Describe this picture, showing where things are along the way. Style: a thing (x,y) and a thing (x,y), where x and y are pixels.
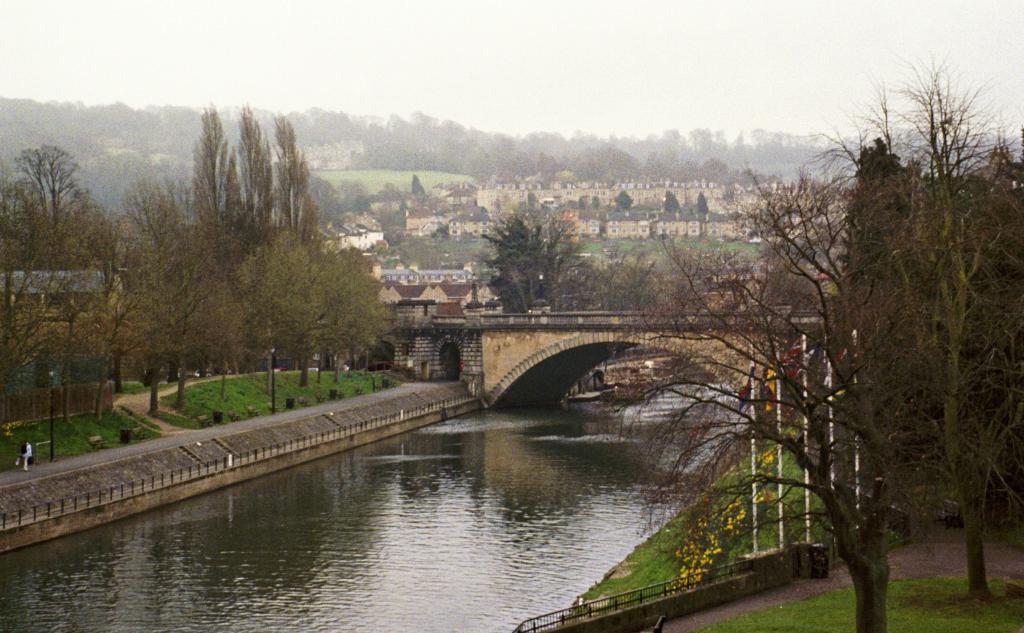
In this picture I can see there is a river (504,494) and there is a bridge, there is grass (761,531), plants (692,576) with flowers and there are a few poles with flags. In the backdrop (476,229), there are few buildings (467,196), the sky (470,40) is overcast and foggy.
